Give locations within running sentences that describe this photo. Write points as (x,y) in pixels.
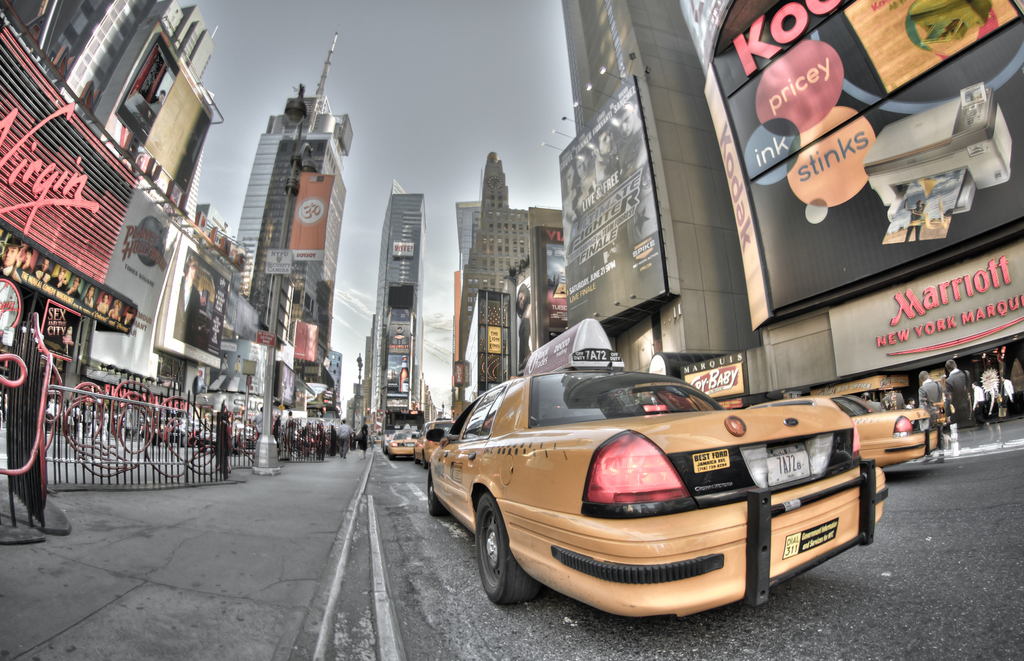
In this image I can see a car (482,460) which is yellow in color and few other cars (922,410) on the road (451,564). I can see the sidewalk (215,558), few persons (947,430) standing on the sidewalk (973,434), the railing (196,441), few metal poles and few buildings (392,216) on both sides of the road (457,604). In the background (557,84) I can see the sky (396,89).
